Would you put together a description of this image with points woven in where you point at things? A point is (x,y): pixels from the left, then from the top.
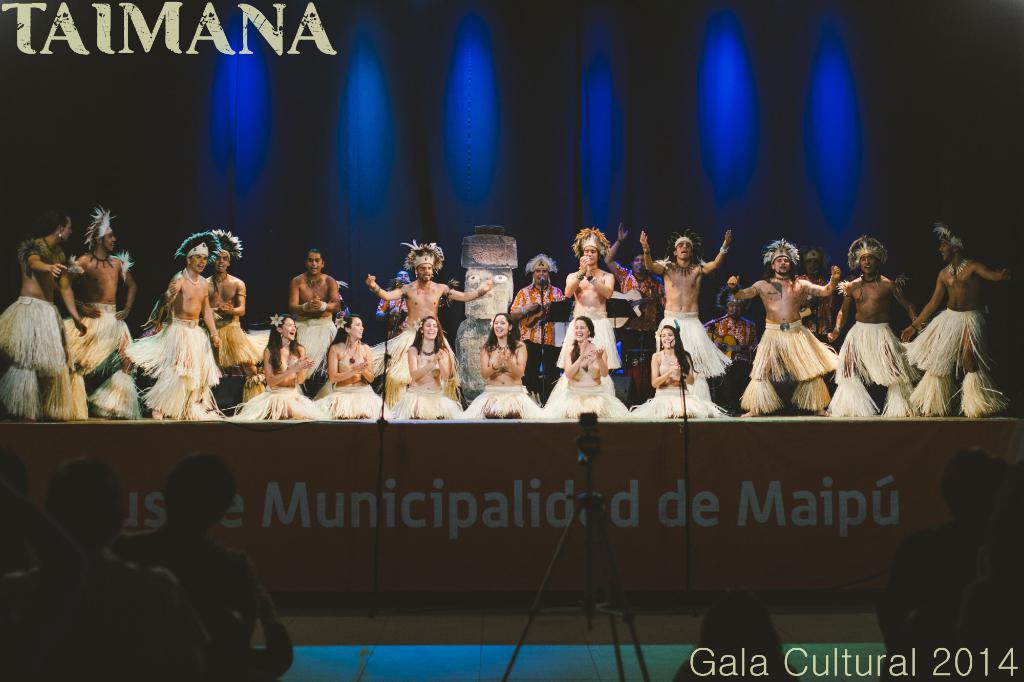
In this image we can see few people (552,356) on the stage (611,419) and some of them are playing guitar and there are mic's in front of them, and there is a text (698,509) to the stage (611,483), there are few people (961,641) and a camera (591,580) in front of the stage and a dark background (657,156).
